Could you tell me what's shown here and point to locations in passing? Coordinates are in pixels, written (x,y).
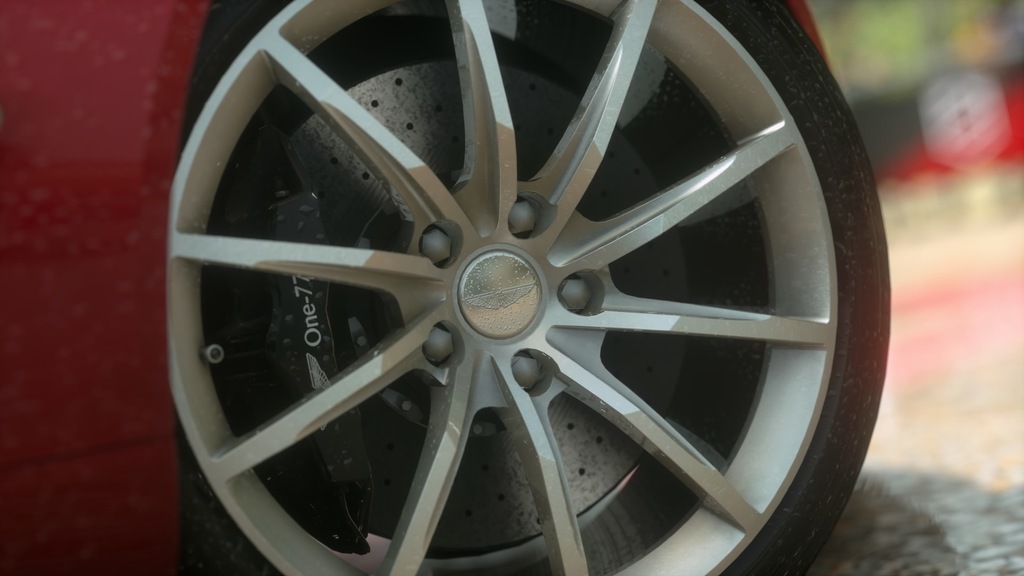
In this image, I can see a wheel (764,105) of a vehicle (452,236). This is a tire (859,305). These are the spokes (382,259), which are attached to the center hub (437,323). The background (947,33) looks blurry.
